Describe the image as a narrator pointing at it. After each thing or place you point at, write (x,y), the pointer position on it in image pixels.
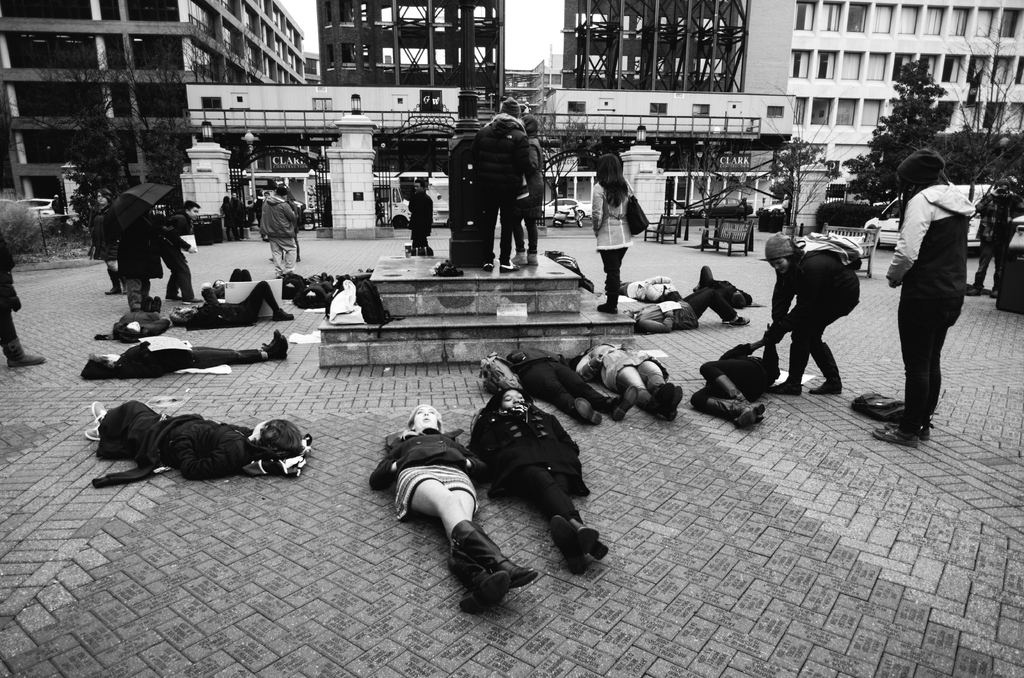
This is a black and white image. I can see a group of people (246,302) lying on the road (377,496) and a group of people (945,307) standing. In the center of the image (343,281), I can see a pole (470,50) and bags (324,293) on the base (533,315). In the background (382,42), there are buildings (128,89), trees (791,176), gates (380,177), vehicles (581,220) on the road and I can see the benches (653,231).
